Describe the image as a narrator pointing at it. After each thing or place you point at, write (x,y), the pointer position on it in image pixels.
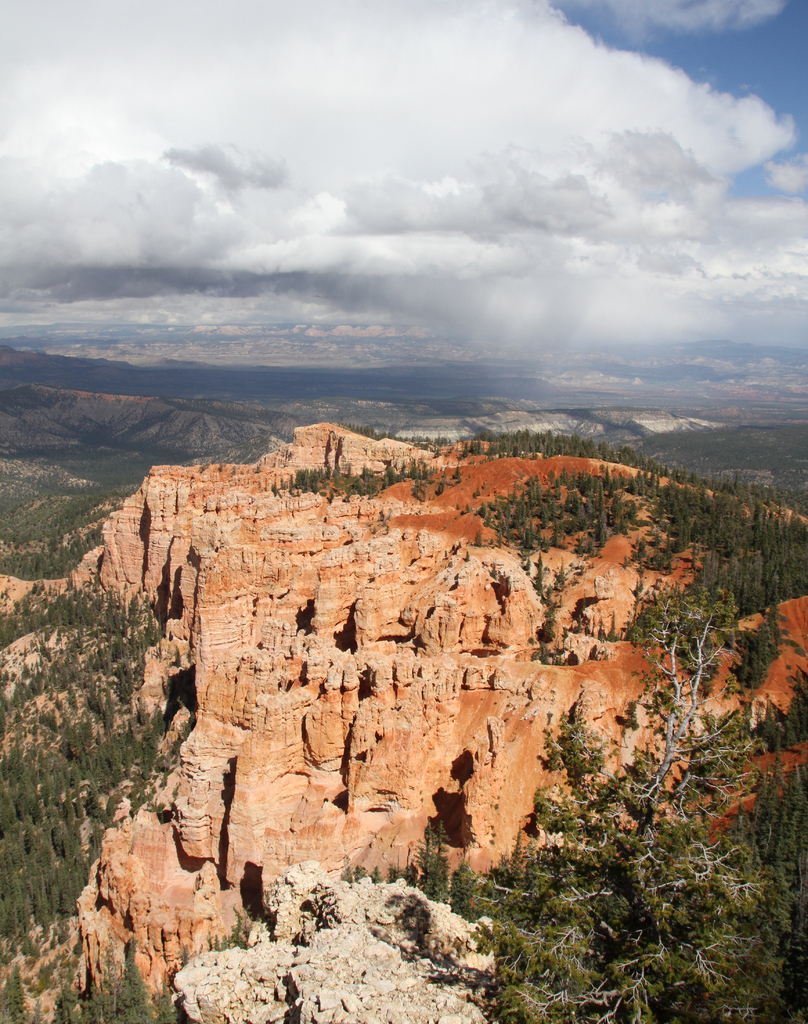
In this image we can see mountains (259,601), trees (61,777), rock (330,966) and the sky (569,183) with clouds (410,244) at the top (412,277).
